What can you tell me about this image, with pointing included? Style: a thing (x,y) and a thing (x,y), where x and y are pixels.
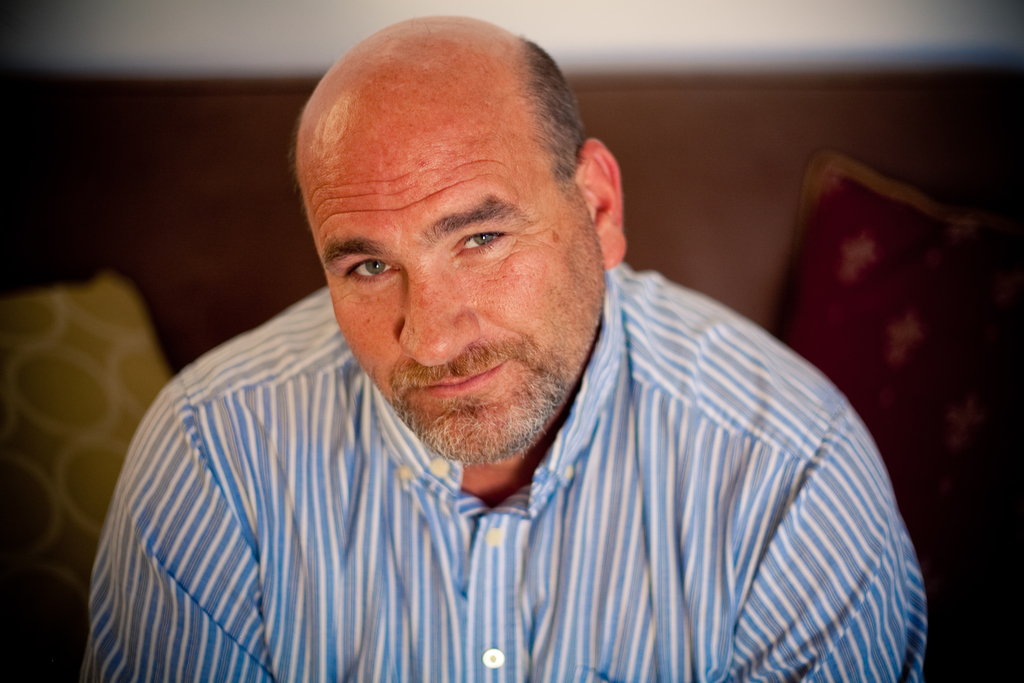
In this image, I can see the man (521,593) smiling. He wore a shirt (406,529). In the background (151,364), that looks like a couch (196,236) with two cushions (908,327) on it.
